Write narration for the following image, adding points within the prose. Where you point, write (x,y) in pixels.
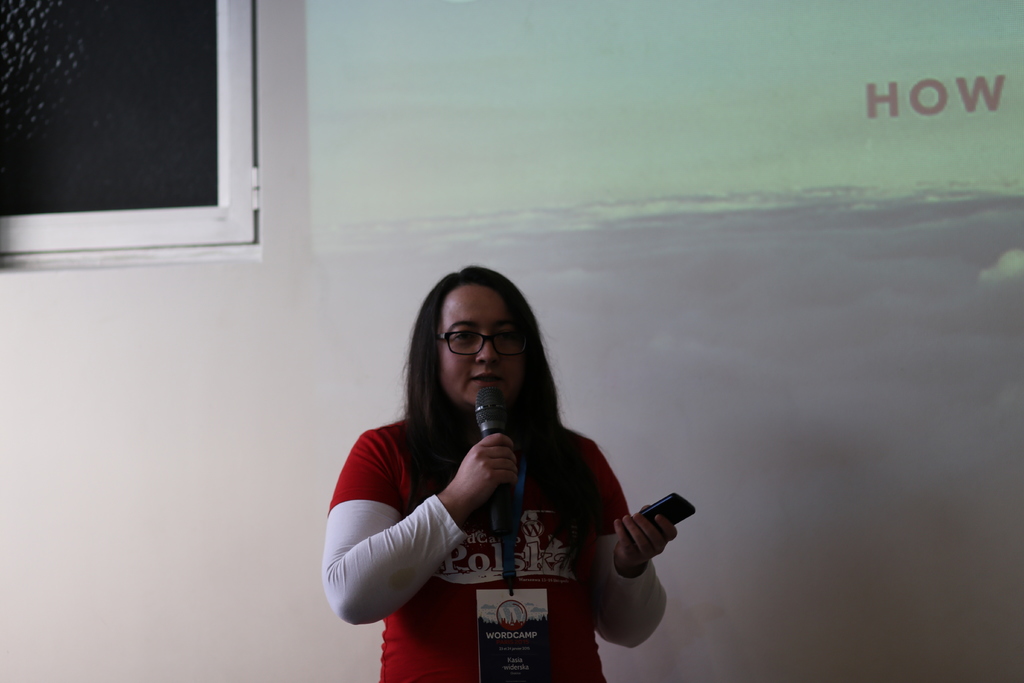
This is a picture taken in a room (464,481), the woman (464,481) in red t shirt (455,631) was holding a microphone (493,500) and a mobile (661,514). Behind the woman (458,518) there is a wall (399,257) and a glass window (129,137) and the wall (163,423) is in white color.
